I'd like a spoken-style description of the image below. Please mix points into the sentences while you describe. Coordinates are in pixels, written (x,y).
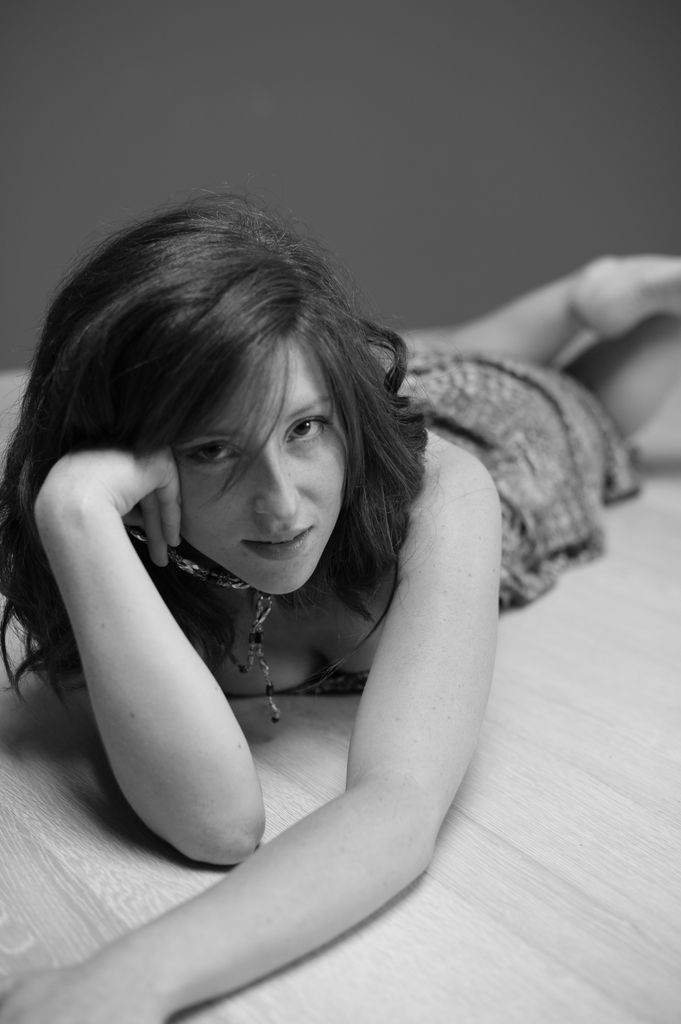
This is a black and white image. In the image there is a lady (109,708) lying on the surface (203,881).
